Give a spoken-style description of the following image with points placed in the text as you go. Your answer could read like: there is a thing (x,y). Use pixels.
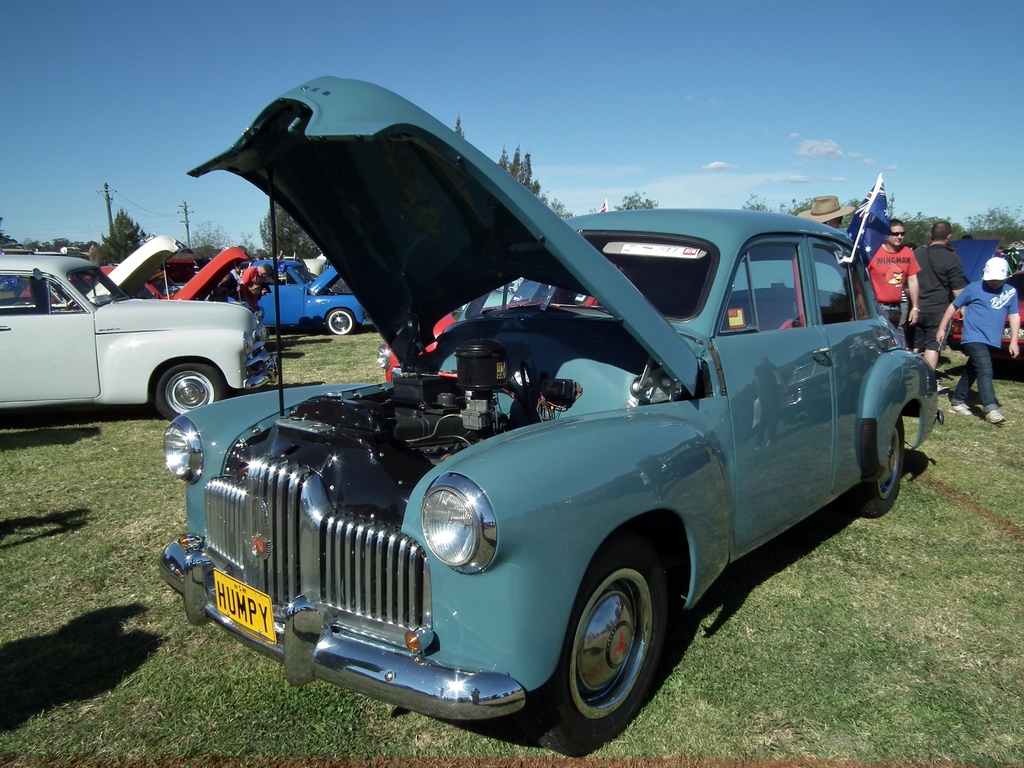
In the picture we can see a grass surface (926,610) on it, we can see a vintage car (879,381) which is blue in color and behind it, we can see some people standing and one man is walking and beside the car (579,749) we can see some vintage cars (168,284) with different colors and in the background (1013,124) we can see trees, poles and sky (153,122) with clouds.
